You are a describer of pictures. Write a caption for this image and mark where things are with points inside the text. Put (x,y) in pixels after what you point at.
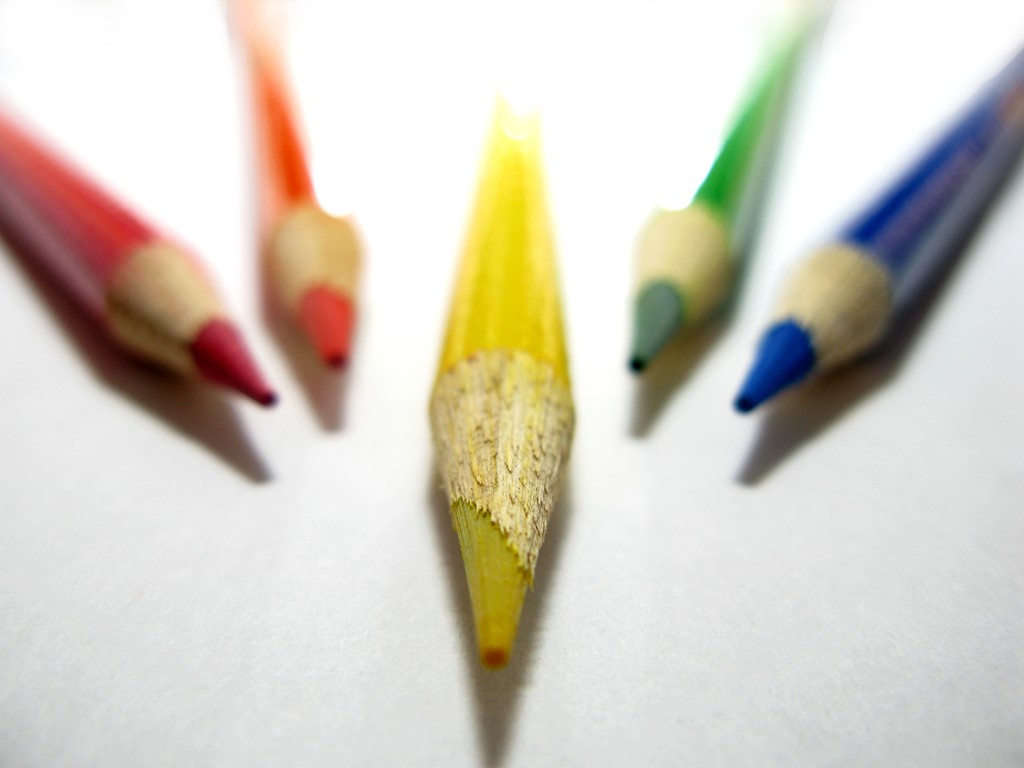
Here we can see color pencils (874,288) on a white surface (756,612).
